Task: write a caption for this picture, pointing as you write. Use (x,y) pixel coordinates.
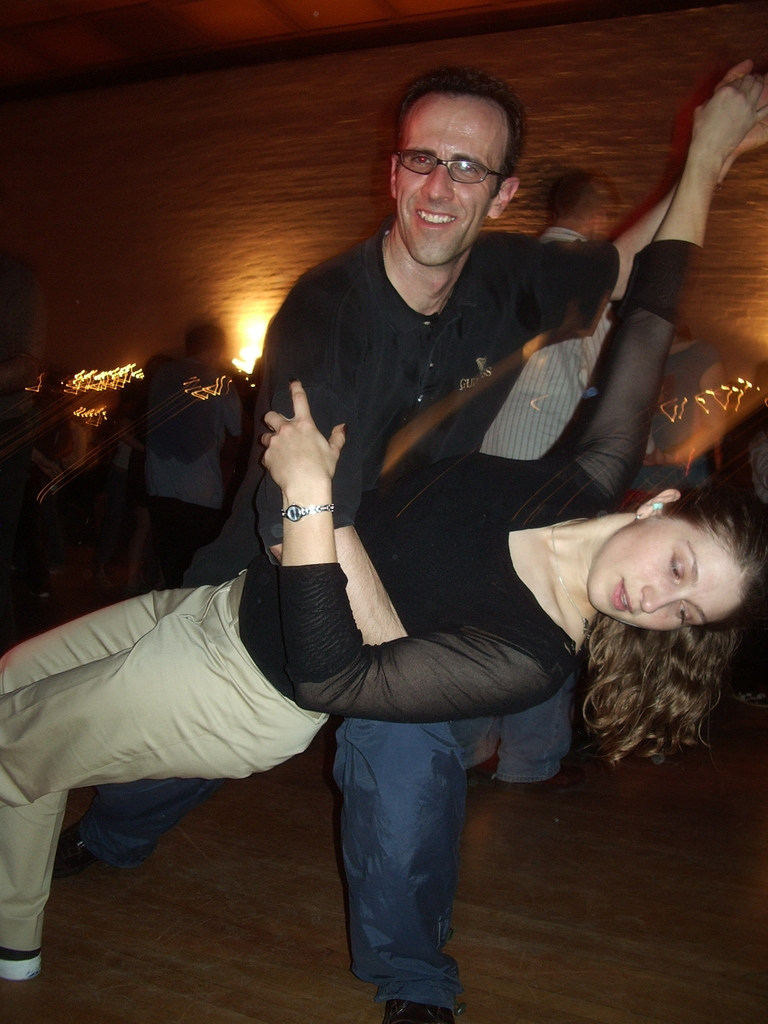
In this image we can see two people (481,435) dancing on the floor (603,990). In the left side of the image (248,347) we can see some lights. At the top of the image (40,55) we can see the roof (236,6).
